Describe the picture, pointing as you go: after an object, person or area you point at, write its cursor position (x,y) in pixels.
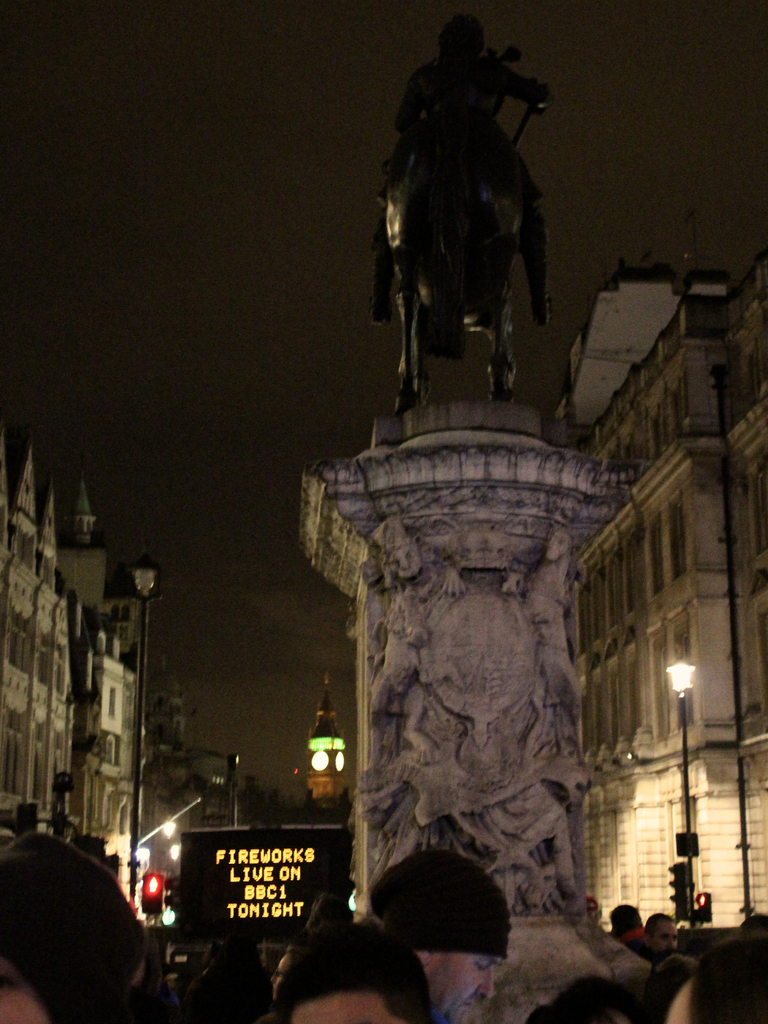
In this image I can see few people (422,944) in the front (449,1009) and in the centre of this image (432,585) I can see a sculpture (431,565). In the background (11,634) I can see number of poles (186,809), number of lights (682,697), few buildings (90,665), a board (272,858) on the bottom side (303,854) and on it I can see something is written.
